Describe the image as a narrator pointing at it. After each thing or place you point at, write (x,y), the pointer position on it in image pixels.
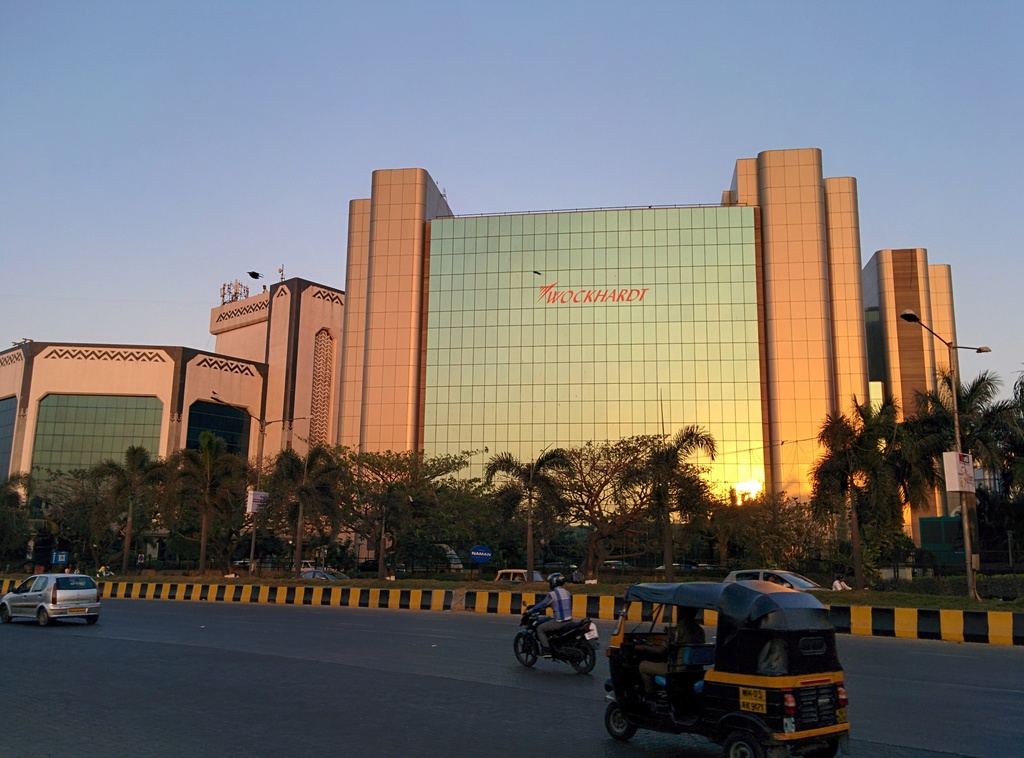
In this image there is the sky (523,65) towards the top of the image (249,121), there are buildings (629,325), there is text (597,298) on the building (629,276), there are trees (622,509), there is a pole (954,446) towards the right of the image (968,521), there is a street light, there is a board (959,474) on the pole (963,493), there is a road (478,716) towards the bottom of the image (466,700), there are vehicles (56,597) on the road (603,640), there are persons (564,609) riding the vehicles (746,645).
